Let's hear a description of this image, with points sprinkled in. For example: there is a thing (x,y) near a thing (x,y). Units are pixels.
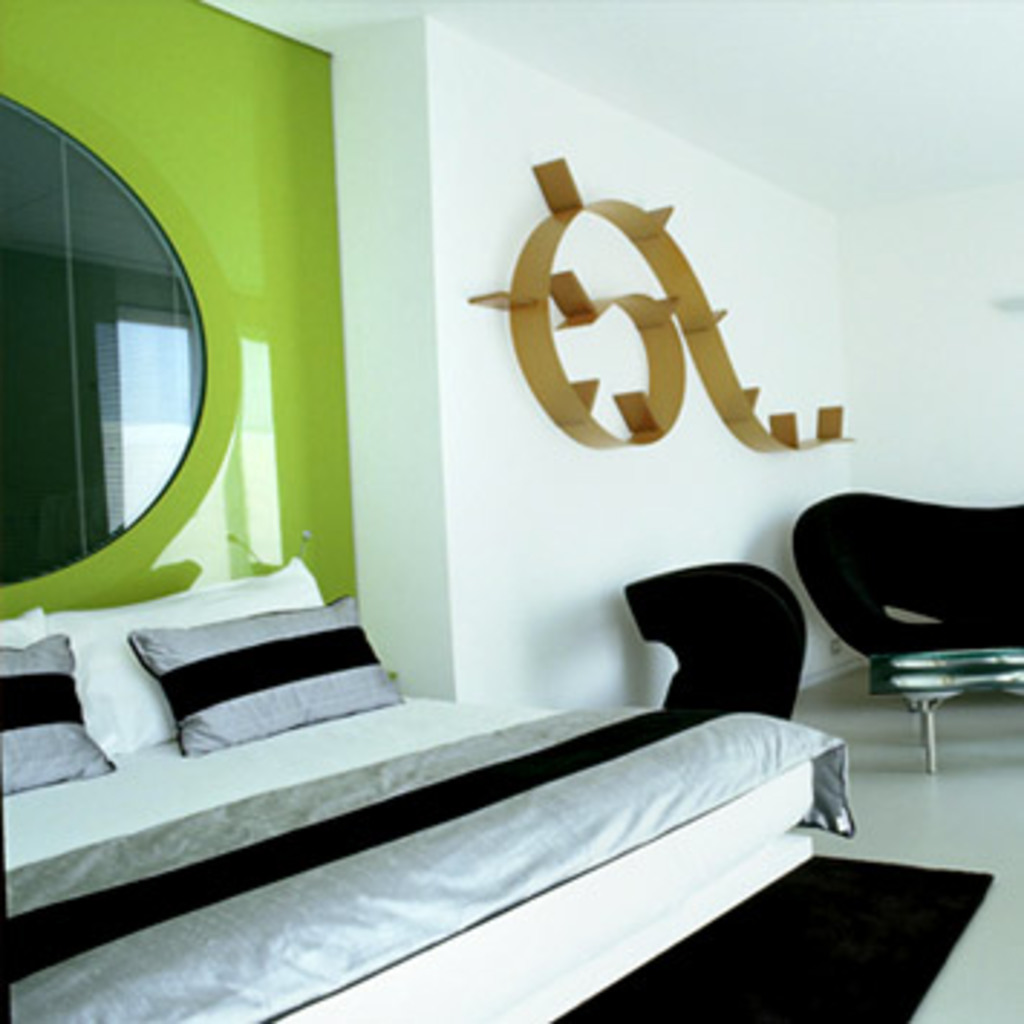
In this picture we can see the bed (301,851), mirror (171,299) to the wall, design (662,365) to the wall (932,620) and side there is a couch (1017,544).
